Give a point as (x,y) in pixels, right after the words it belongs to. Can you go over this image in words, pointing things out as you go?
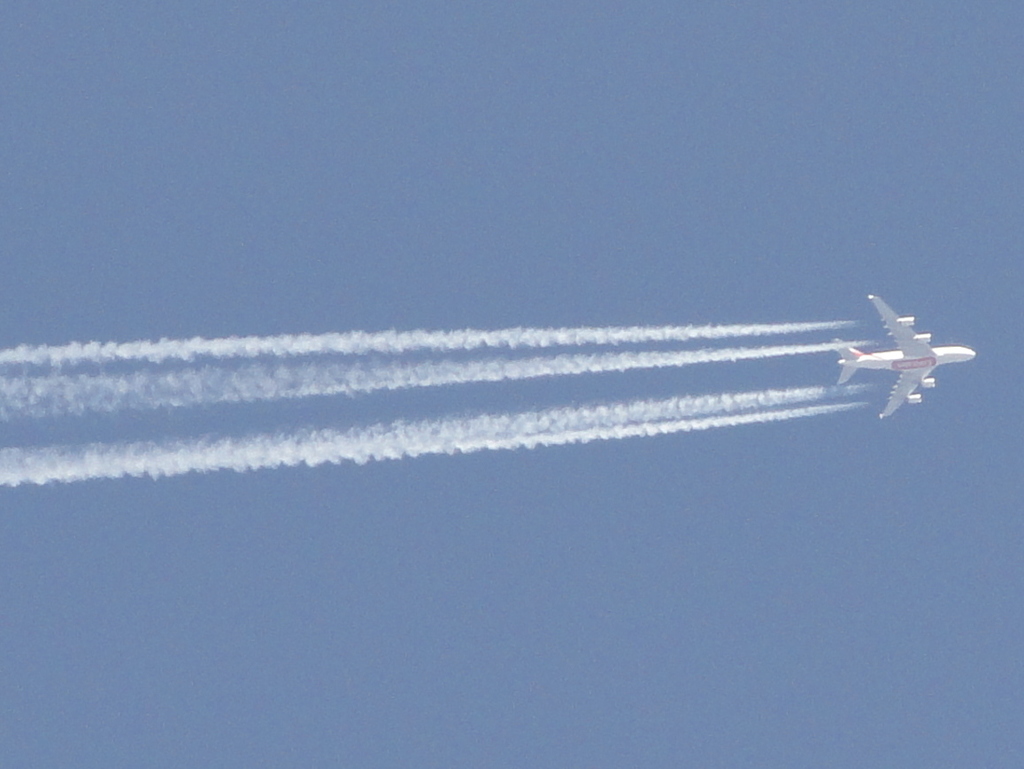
In the image we can see there is an aeroplane (902,352) flying in the sky (850,392) and there is smoke (477,419) in the air (452,411). The sky (524,499) is clear.
